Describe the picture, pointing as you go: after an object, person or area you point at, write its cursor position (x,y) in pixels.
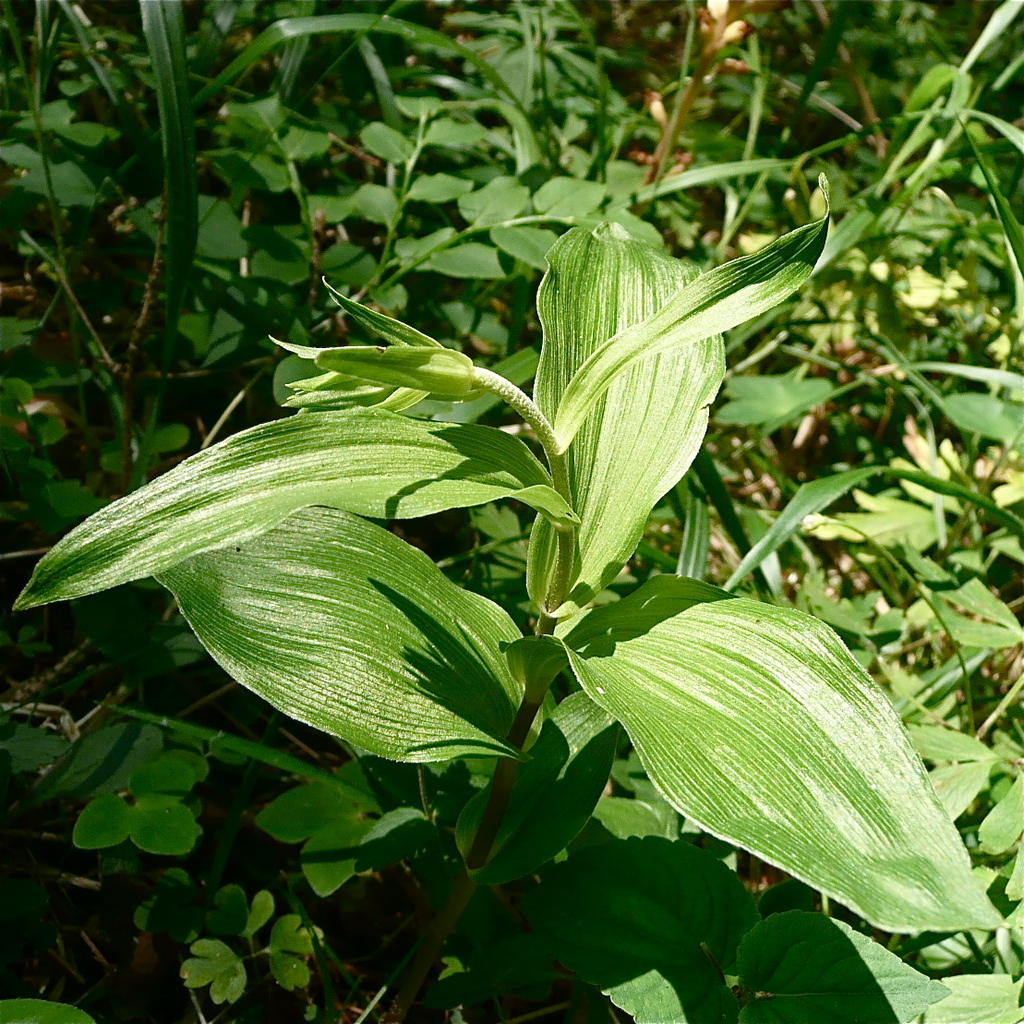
In this image, we can see plants (678,145) throughout the image.
